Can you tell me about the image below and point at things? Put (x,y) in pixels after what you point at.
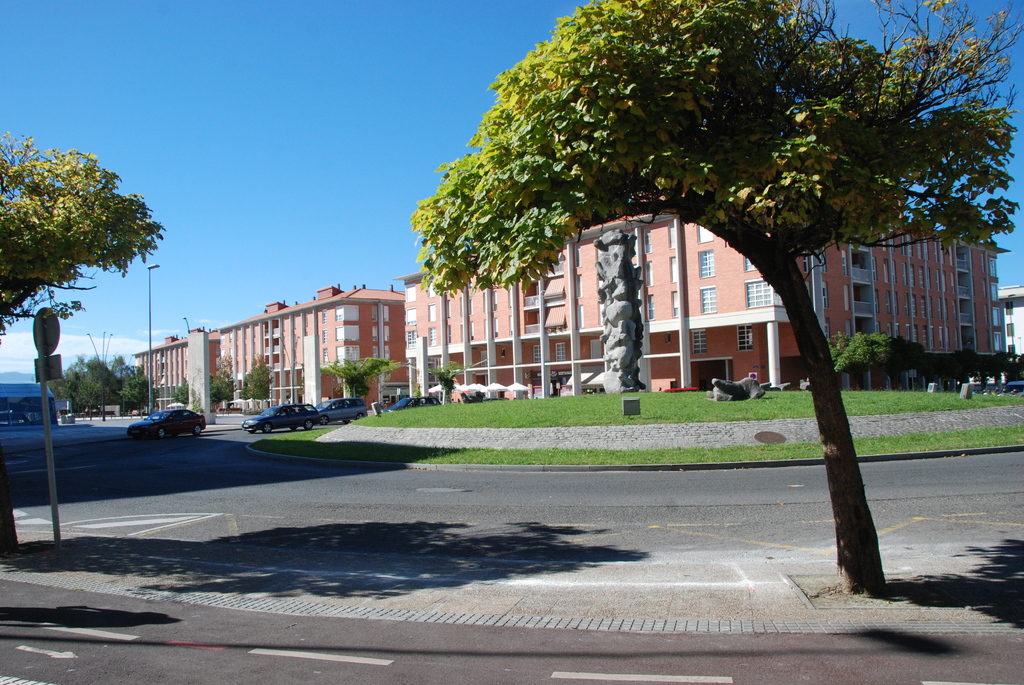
This picture shows few buildings (393,340) and trees (93,398) and we see few cars (287,421) and grass (619,396) on the ground (534,403) and a clear blue Sky (233,82).
